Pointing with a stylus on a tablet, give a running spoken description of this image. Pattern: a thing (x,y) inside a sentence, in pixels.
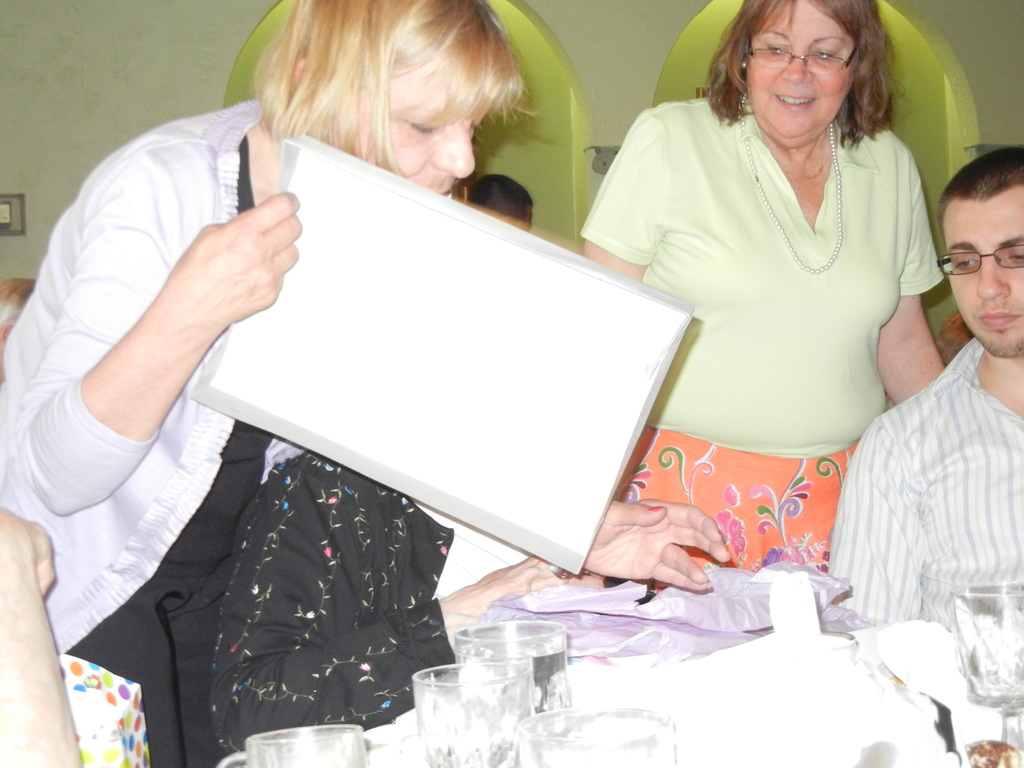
In this picture we can see two persons (671,202) standing and two persons (965,523) sitting, there is a table (705,699) in front of them, we can see some glasses (542,665) present on the table (693,762), in the background (89,63) there is a wall (115,68), a woman (209,278) on the left side (326,246) is holding something.
